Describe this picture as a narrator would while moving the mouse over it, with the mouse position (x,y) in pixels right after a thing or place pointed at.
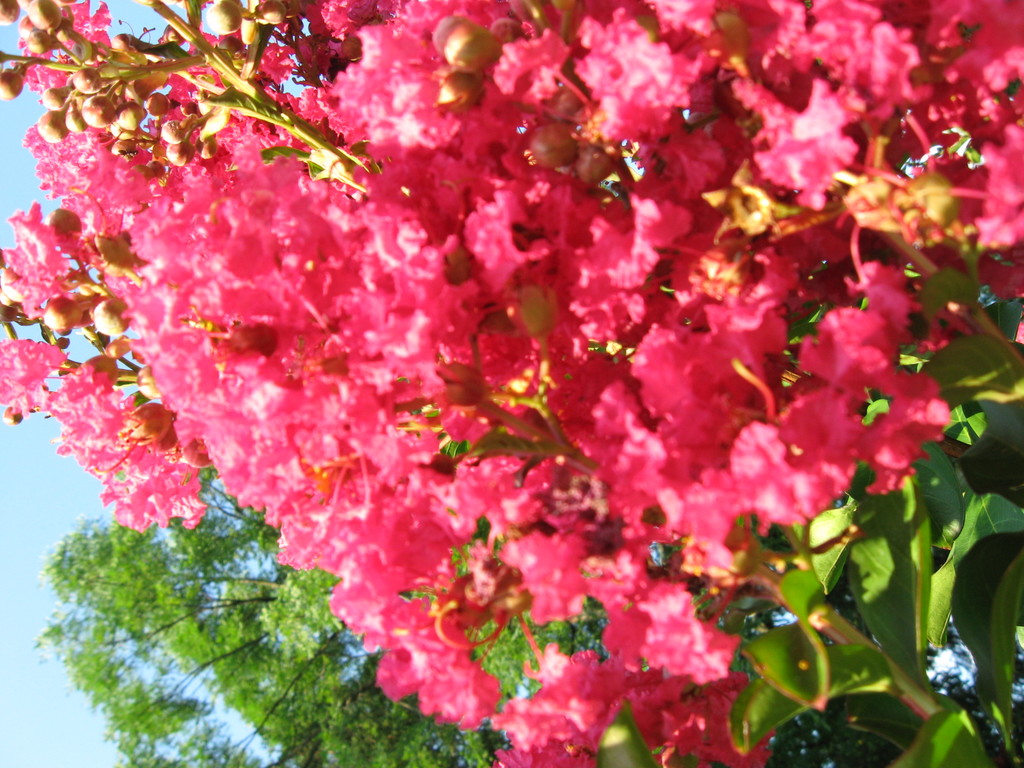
In this image I can see the flowers (440,407) to the plants (438,615). These flowers (710,631) are in pink color. And I can see some buds (118,143) to the plants (184,142). In the background (37,490) I can see the sky (38,529).
